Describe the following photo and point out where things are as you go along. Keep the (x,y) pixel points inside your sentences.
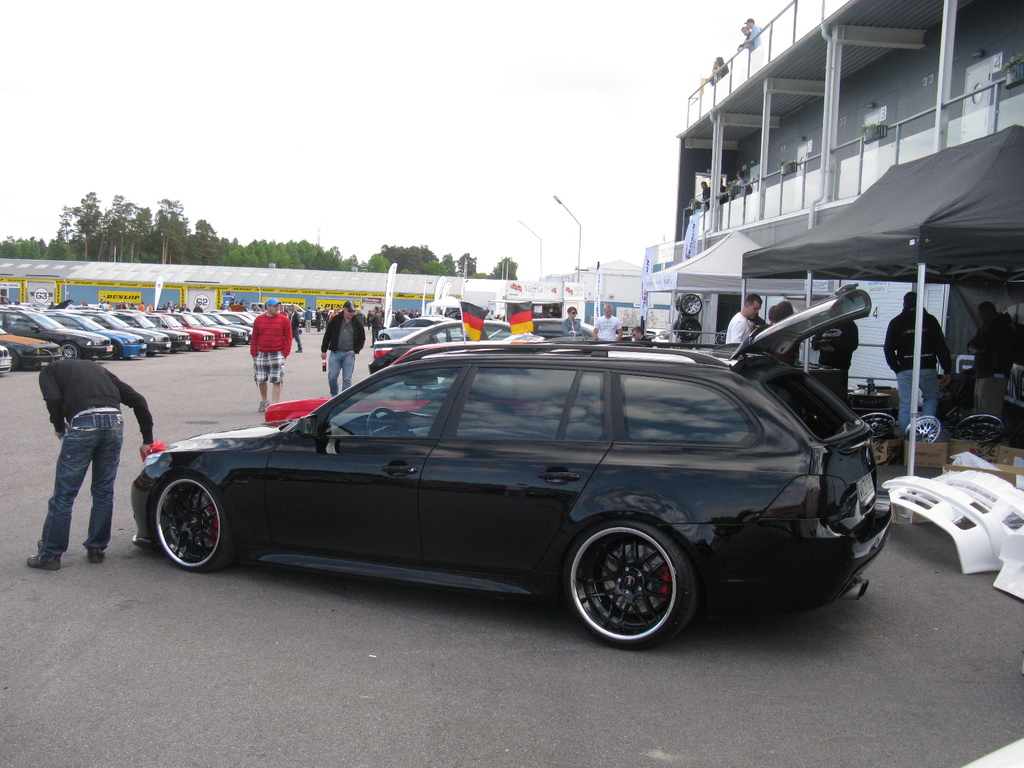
In this image there are some cars (449,409) in middle of this image (518,414) and left side of this image (132,327) as well. There is a building (816,195) on the right side of this image (780,223). There are persons (743,339) standing as we can see in middle of this image (353,330). There is a building (290,285) in the background (313,302), and there are some trees (173,245) behind to this building (245,276). There is a sky (324,83) on the top of this image (526,76).
